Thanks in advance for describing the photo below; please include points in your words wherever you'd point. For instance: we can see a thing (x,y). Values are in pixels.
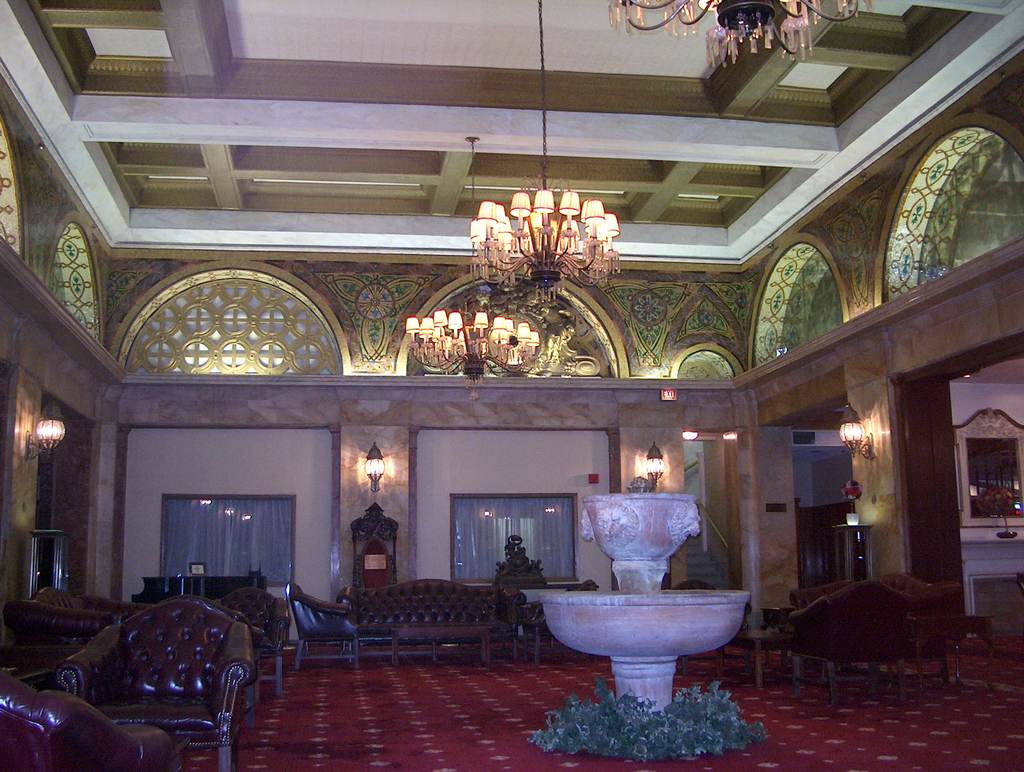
This is a floor carpet (531,725). Here we can see plant (623,700) and this is a fountain (656,528). Here we can see empty sofas (881,629) and chairs (844,648). On the background (504,484) we can see wall (438,481), windows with curtains (198,530). These are lights (379,455). This is a ceiling (399,126) and ceiling lights (561,212).
